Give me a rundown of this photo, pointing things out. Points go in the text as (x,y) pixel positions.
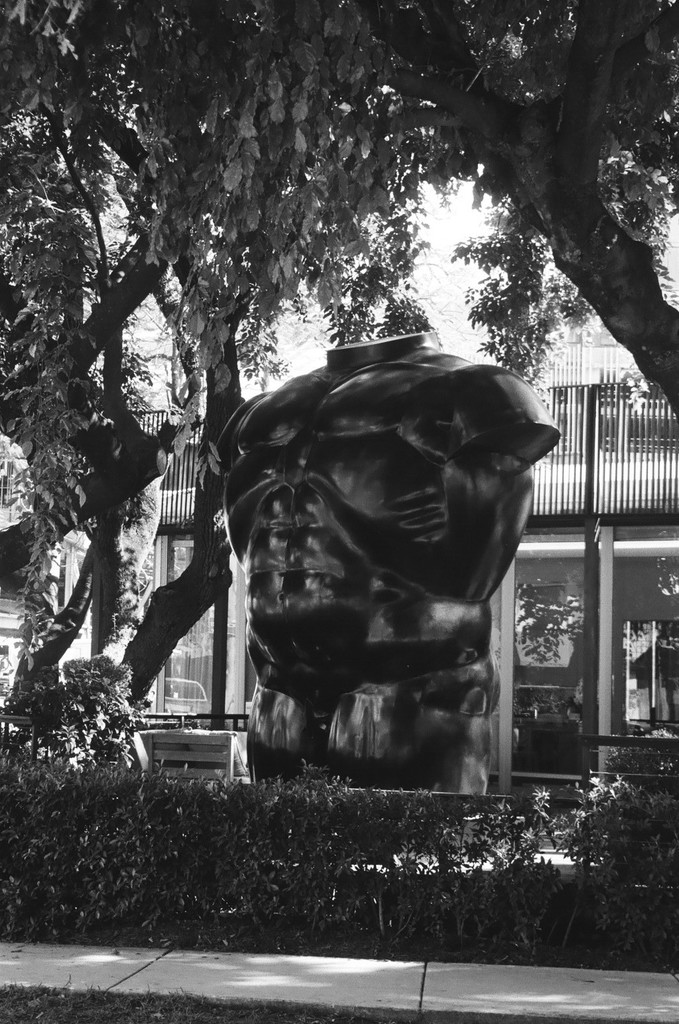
This is a black and white image. At the center of the image (370,538) there is a statue (410,480) and there are trees (651,354) and plants (310,787). In the background (588,395) there is a building (567,527).
